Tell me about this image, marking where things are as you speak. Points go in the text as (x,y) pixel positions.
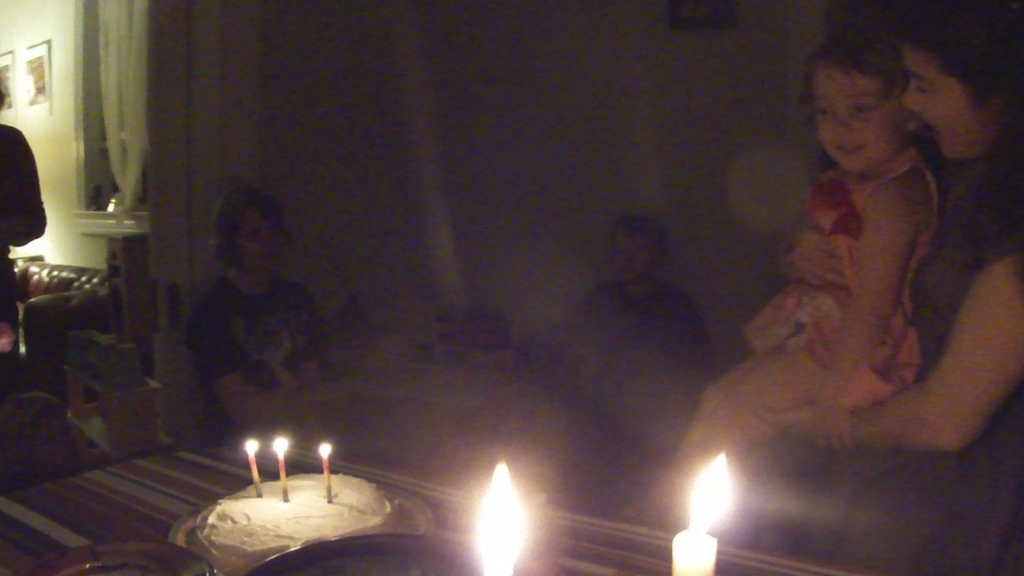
In this image there is a table (236,479), on that table (82,529) there is a cake (276,516) and candles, beside the table (721,573) there are people (793,467) sitting on chairs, in the background (54,297) there is a wall (198,220), a sofa (73,292) and photo frames (49,75).
